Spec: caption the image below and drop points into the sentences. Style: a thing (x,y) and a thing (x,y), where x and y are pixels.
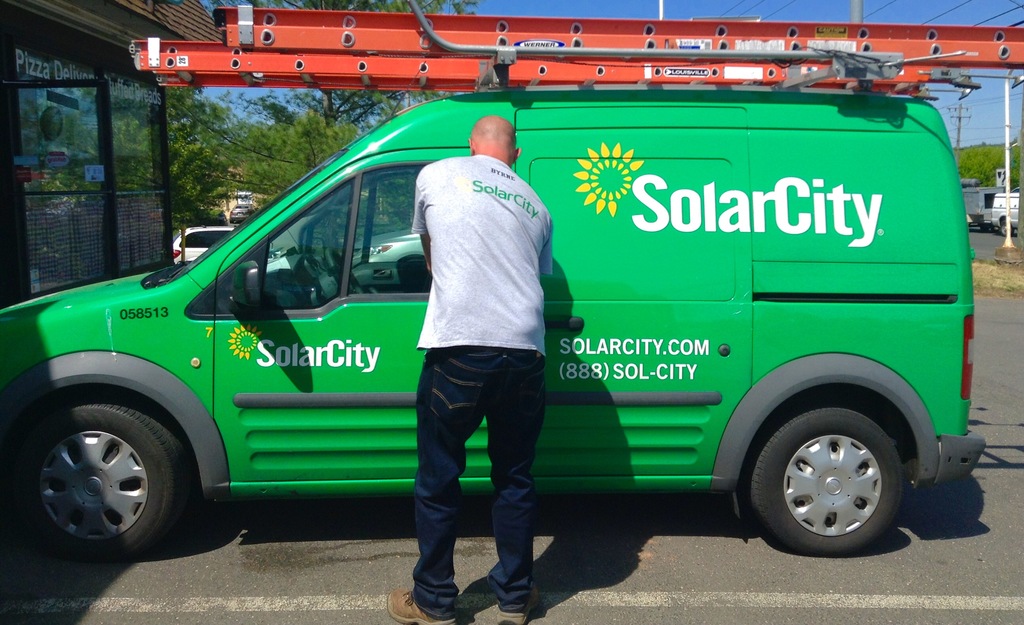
In this image there is a person (502,309) locking the door (585,326) of a car (396,216), in front of the car (338,301) there is a glass window (59,236) under a hut (110,68), on the other side of the car (388,178) there are trees (1000,162), cars (216,240) and electric poles (958,126) with cables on top of it.
